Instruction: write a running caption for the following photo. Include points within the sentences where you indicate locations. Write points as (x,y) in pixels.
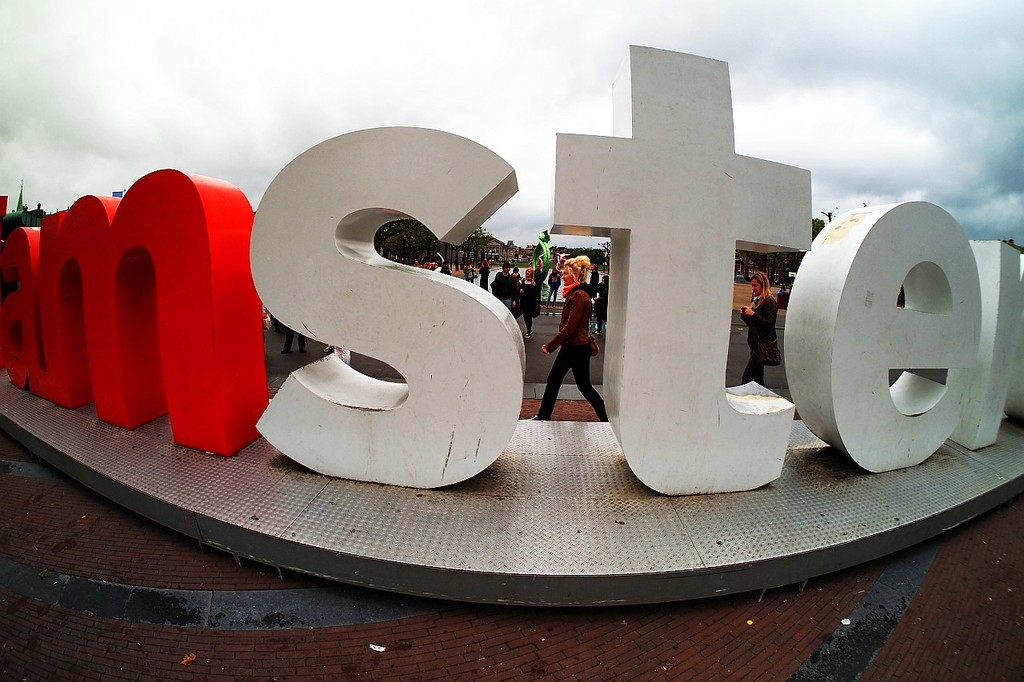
In this image we can see a group of people (566,311) standing on the ground (548,331), buildings (491,252), trees (454,252), a statue (536,255). In the foreground (628,375) we can see some text (937,344). In the background (866,160), we can see the cloudy sky (597,105).
